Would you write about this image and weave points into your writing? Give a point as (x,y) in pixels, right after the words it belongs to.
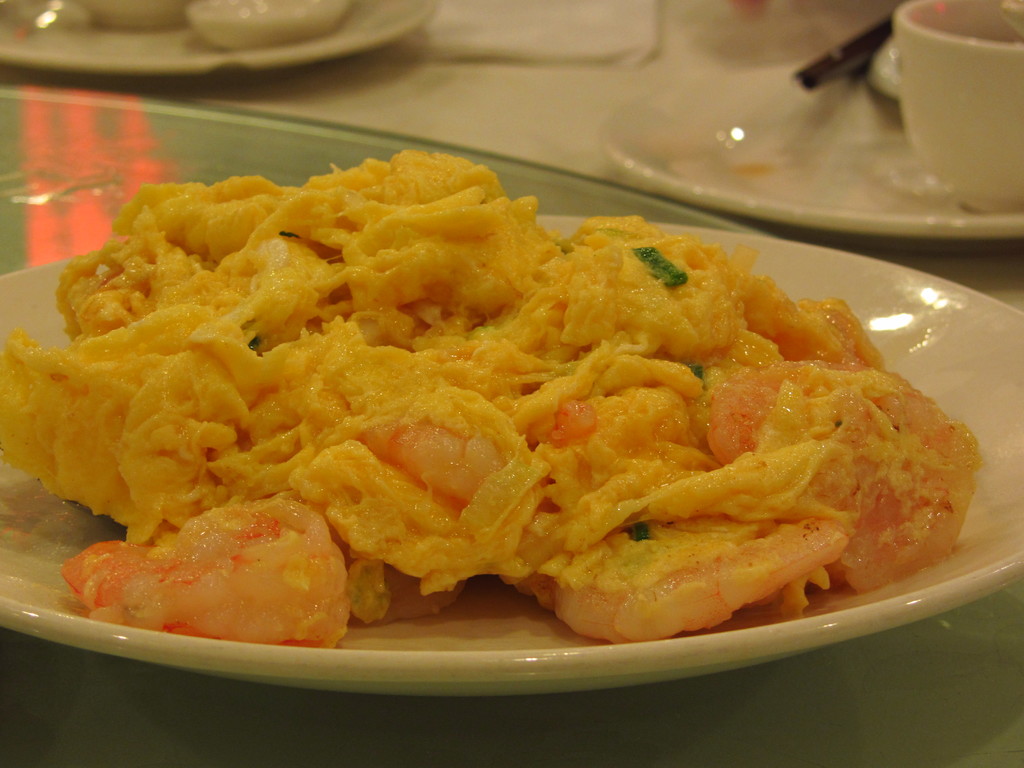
In this picture we can see a table (487,745). On the table (207,154) we can see a plate (549,576) contain food item (435,328), plates (179,34), bowls (926,88), spoon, tissue papers (583,30).
